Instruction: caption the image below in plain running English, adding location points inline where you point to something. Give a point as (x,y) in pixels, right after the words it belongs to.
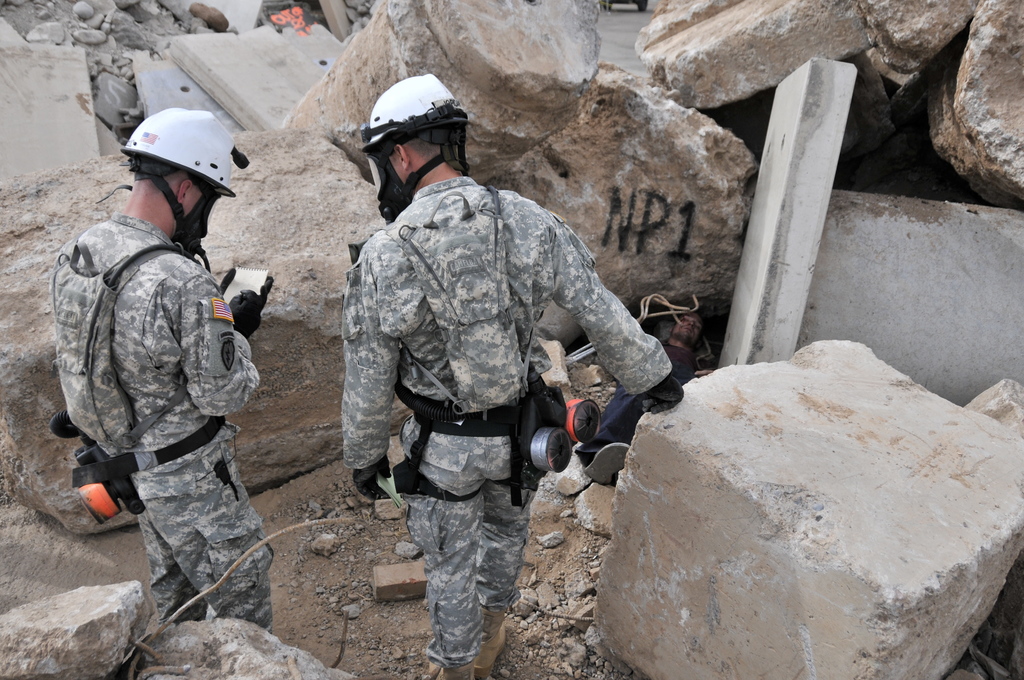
In the foreground of this image (480,444), there are two persons (376,452) standing and wearing helmets (223,169). In the background (271,352), there are rocks (65,446).
